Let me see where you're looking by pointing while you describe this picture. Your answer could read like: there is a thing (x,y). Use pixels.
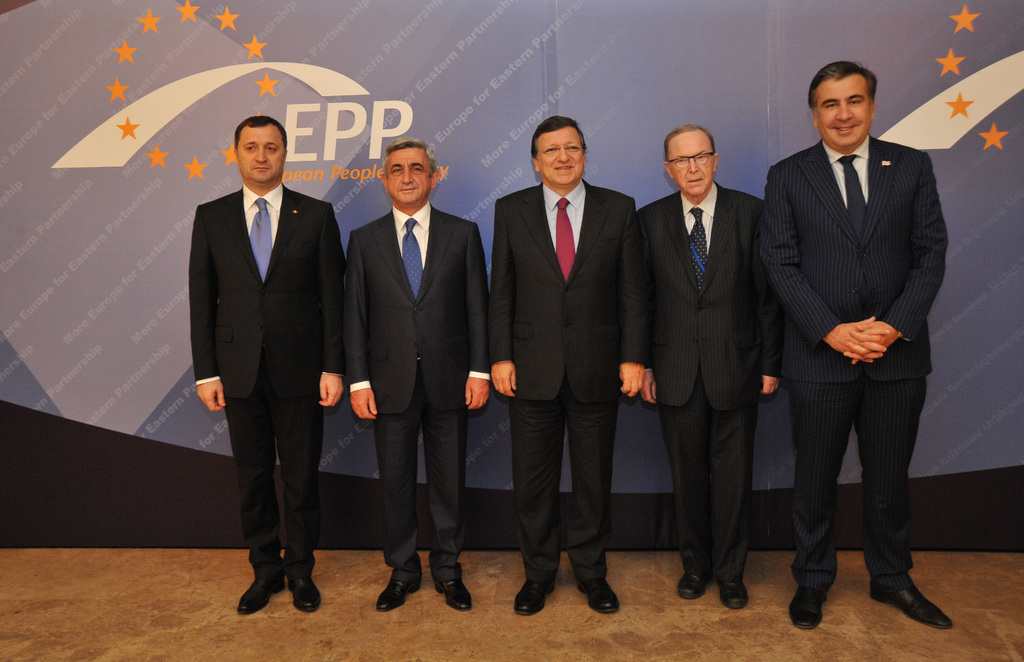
In this image we can see five men (875,333) are standing on the floor (115,618). They are wearing suits (903,383). Behind them, there is a banner (148,252) which is in blue color.
